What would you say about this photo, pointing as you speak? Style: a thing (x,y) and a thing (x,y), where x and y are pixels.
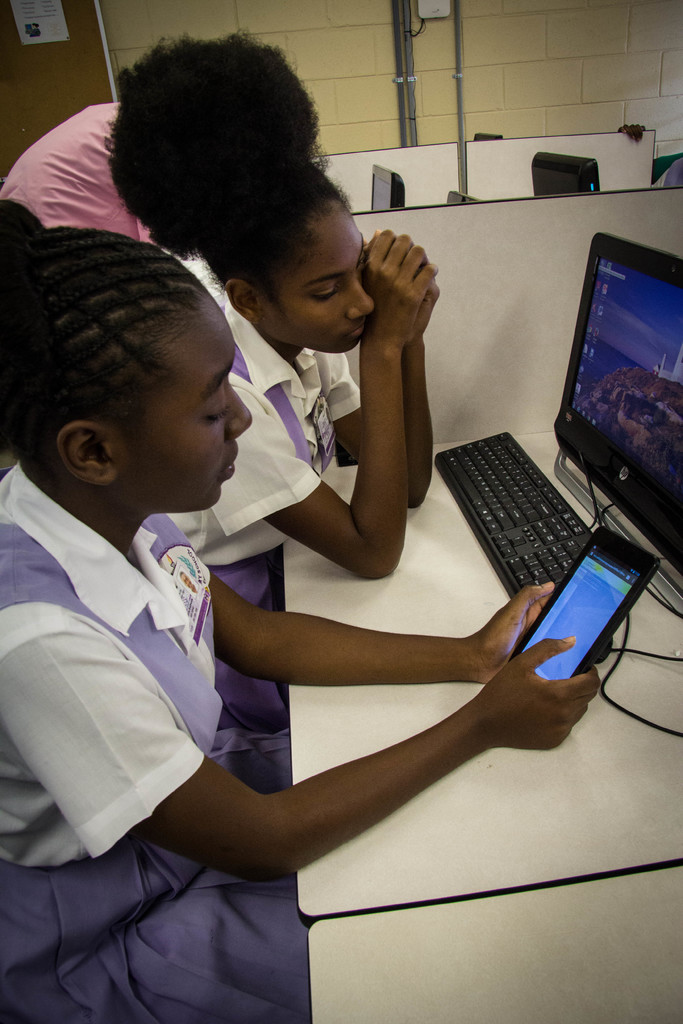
In the foreground of the picture (297,338) there are two girls (259,416), desktop (575,460), cables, desks (479,596), mobile phone (617,561). In the center of the picture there are desks (433,181), desktop (545,177), person (71,135) and other objects (518,150). In the background (415,34) there are pipes (399,45), wall (481,5), door (67,61) and poster (54,23).
